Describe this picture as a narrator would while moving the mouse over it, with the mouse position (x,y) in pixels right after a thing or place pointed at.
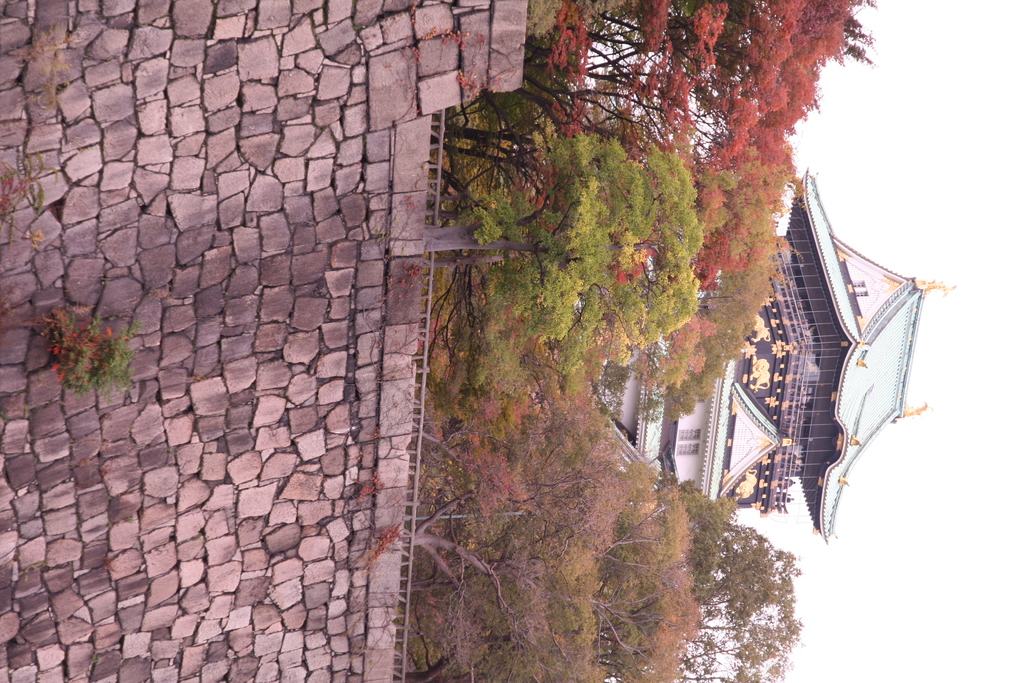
In this image we can see a building (783,338). In front of the building (738,365) we can see a group of trees (557,340). On the left side (260,312), we can see a wall (248,409) and plants (12,182). On the right side (1015,410), we can see the sky (837,616).
